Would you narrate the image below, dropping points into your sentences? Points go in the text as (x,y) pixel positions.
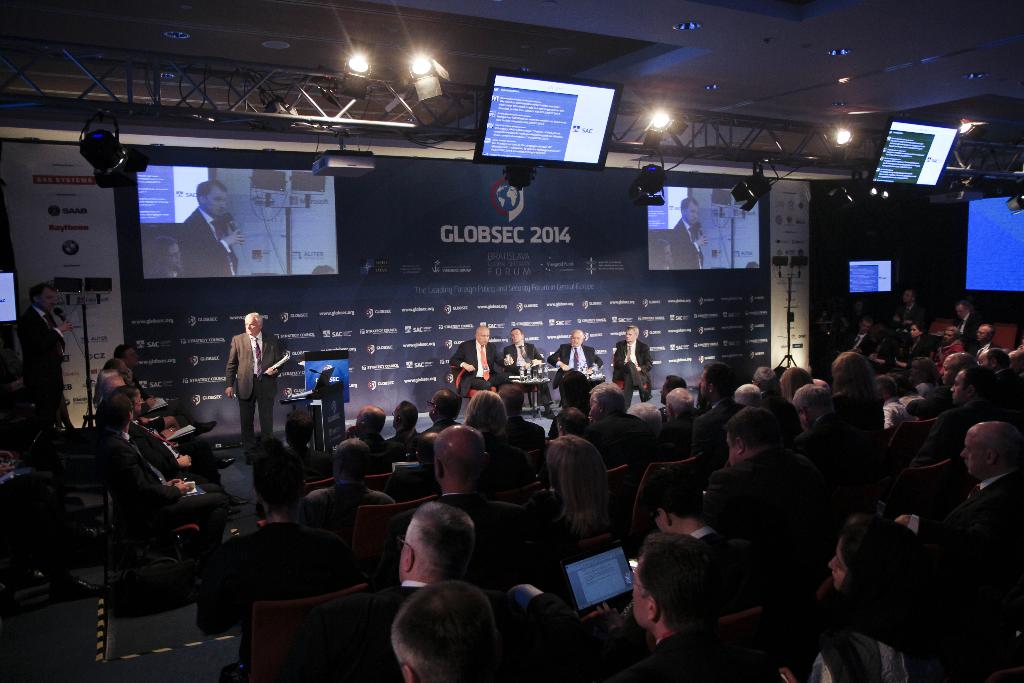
In the image it looks like some meeting, there are a lot of people (747,541) in the foreground of the image (564,581) and in front of the people (412,430), few men (510,360) are sitting on the chairs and behind them there is a huge banner (428,275), there are projectors (713,225) displaying some video (315,221). There are two screens (582,142) and in between the screens (538,104) there are lights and there is a person (47,358) standing on the left side (54,379), he is speaking something and behind him there are speakers (96,285).
